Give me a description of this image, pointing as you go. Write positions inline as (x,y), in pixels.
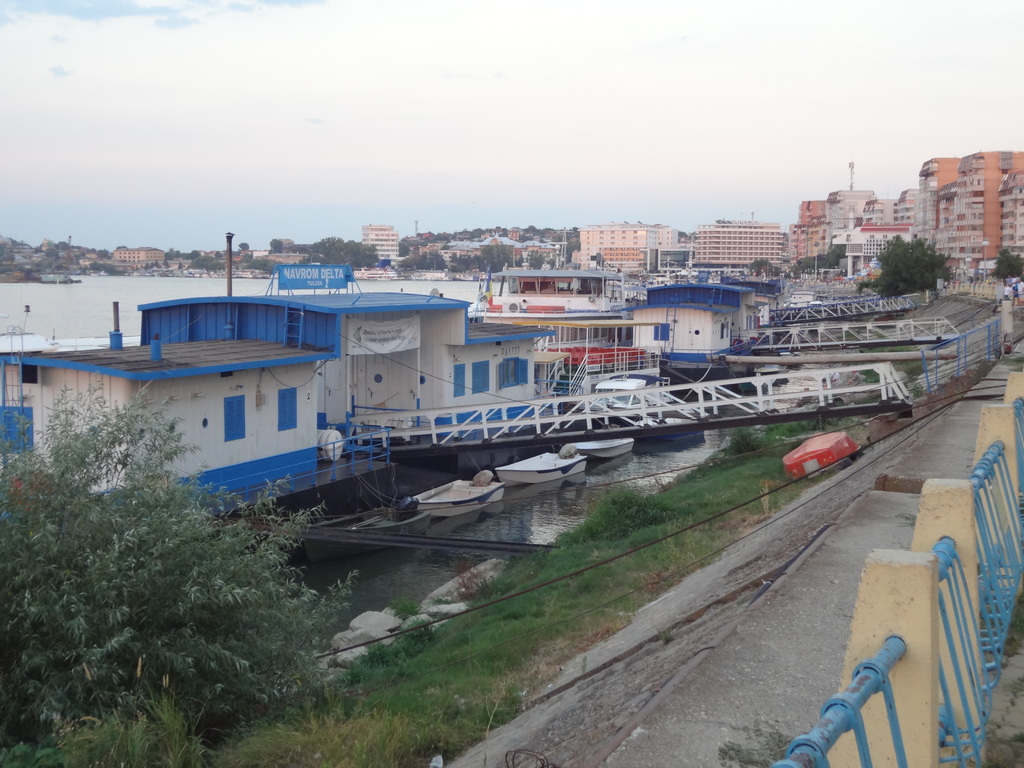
In the foreground of the picture (291,632) there are plants (256,630), grass (634,534), cables (655,542), boats (610,349), houses (693,302), bridges (881,371) and railing (890,678). In the center of the picture (405,264) there are buildings (931,230), water (132,292) and trees (328,245). Sky (394,116) is clear.
